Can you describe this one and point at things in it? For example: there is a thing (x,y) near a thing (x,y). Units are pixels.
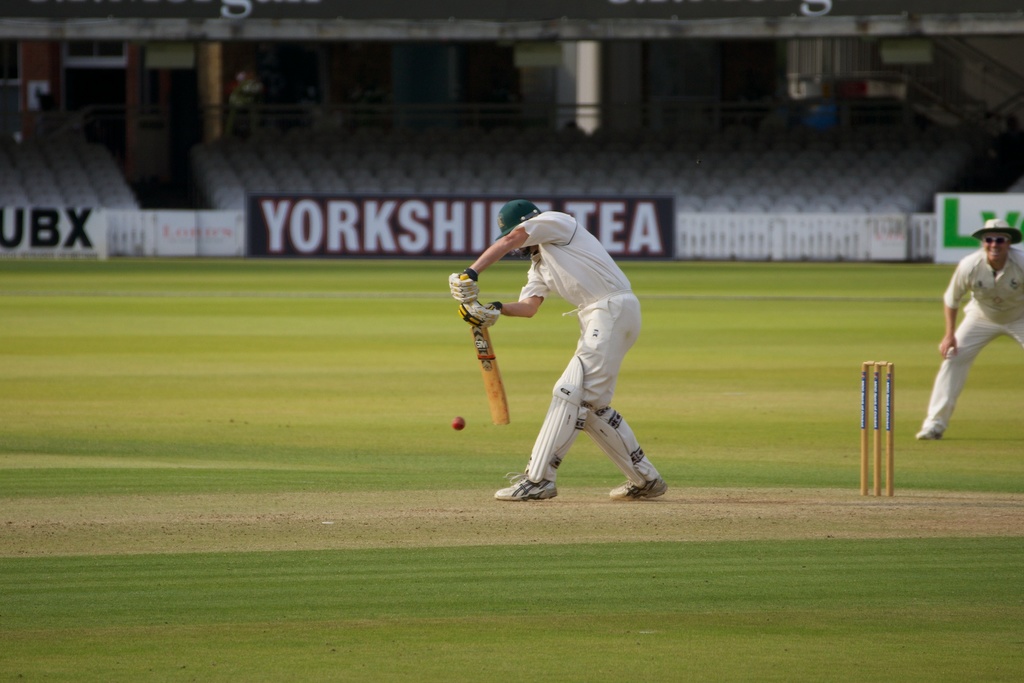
In this image we can see a batsman (580,408) is batting, background (983,281) fielder is standing. The ground (338,393) is full of grass (360,417). Background of the image (330,185) sitting area of stadium (423,184) is present.
